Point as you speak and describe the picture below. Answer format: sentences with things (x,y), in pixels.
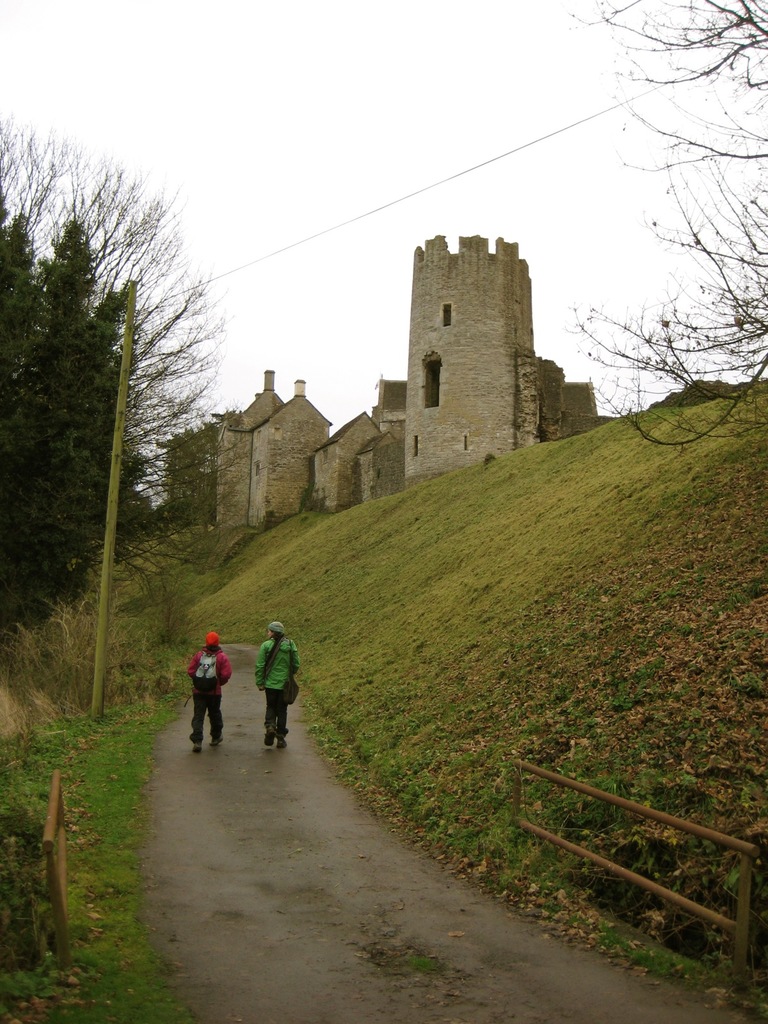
In this image we can see a building (495,441), there are trees (73,450), there are two persons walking on the road (203,787), there is a pole (131,310), there is a wire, there is a fencing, there is a grass (453,498), there is a sky (680,260).
